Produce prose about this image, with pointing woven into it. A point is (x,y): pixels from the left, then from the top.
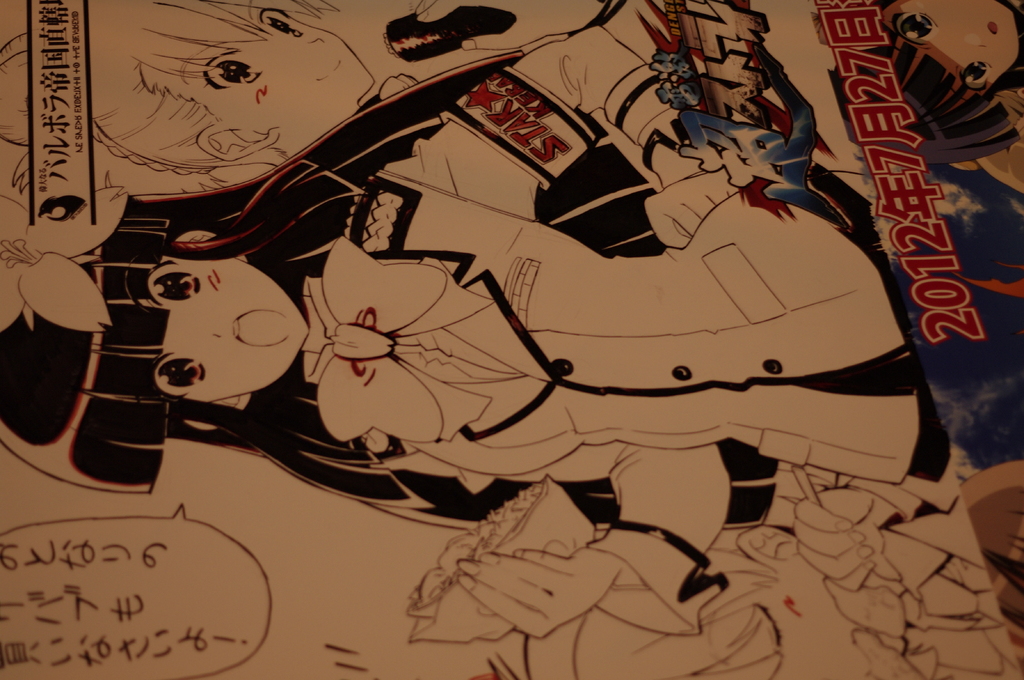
This image consists of a cartoon poster (358,397). In which there is a girl (407,266). At the bottom (74,563), there is a text (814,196).
